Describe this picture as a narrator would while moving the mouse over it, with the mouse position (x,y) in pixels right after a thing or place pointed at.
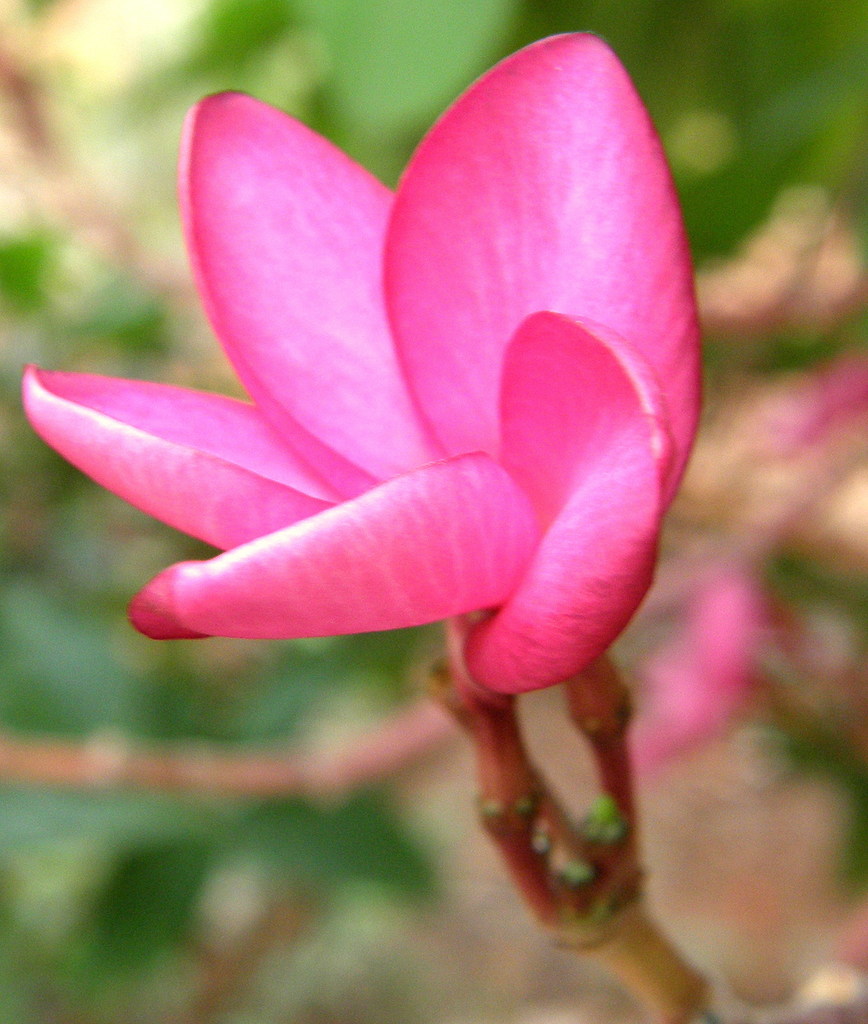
In this image we can see a pink color flower (410,576) with a stem (588,911).
